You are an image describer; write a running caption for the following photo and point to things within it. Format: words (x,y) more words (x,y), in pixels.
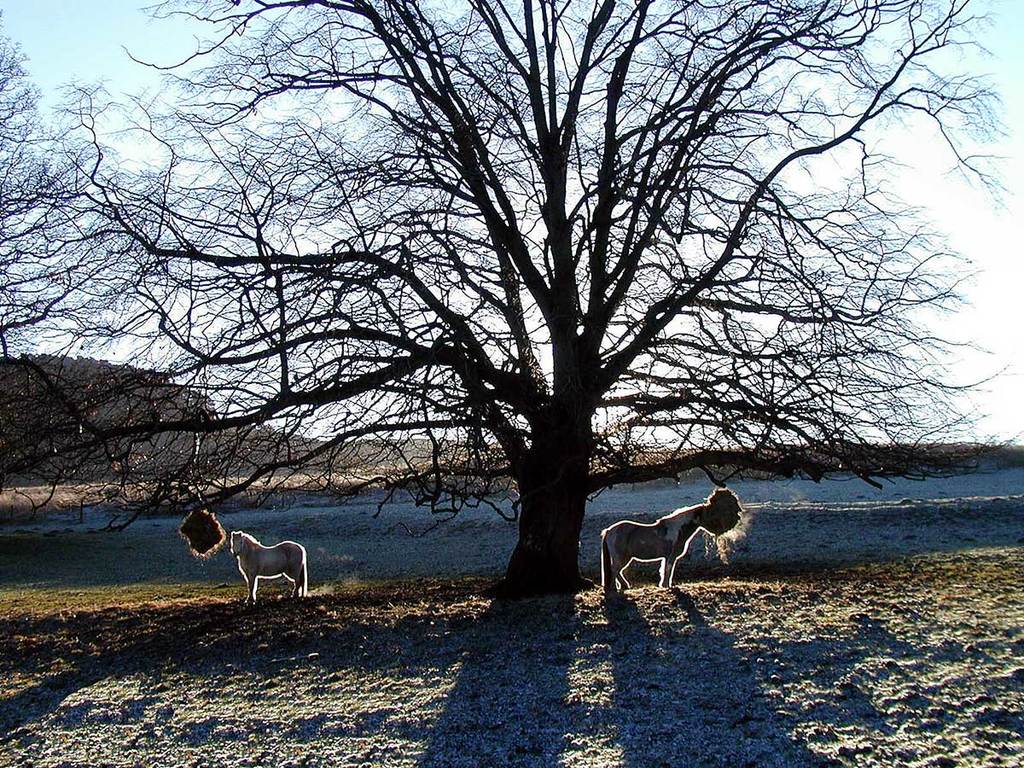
In this picture I can observe two horses (611,557) standing on the land (644,646). I can observe dried tree (446,234) in the middle of this picture (575,382). In the background (174,413) there is a hill (132,371) and a sky (376,210).
